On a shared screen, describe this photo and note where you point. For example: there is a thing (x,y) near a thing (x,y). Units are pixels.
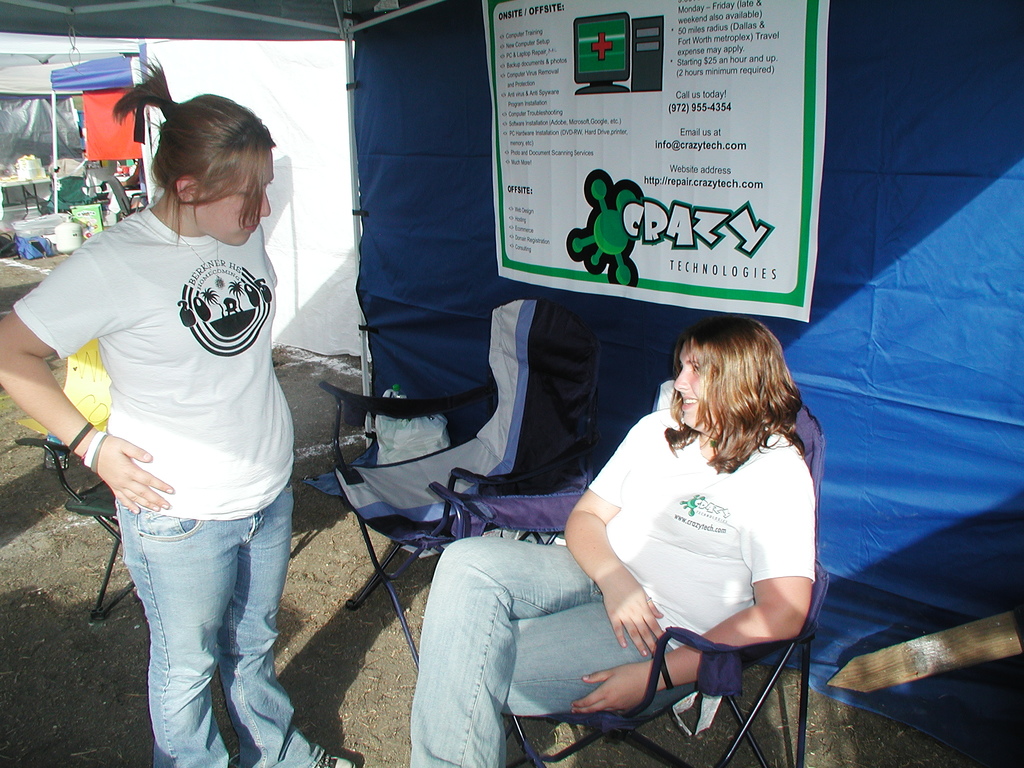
This image is clicked under a tent (645,372) where there are two people (650,558). The one (237,212) who is standing is on the left side (240,481) and one person (680,560) is sitting in the chair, she is in the middle of the image (647,506). Both of them wear white colour t-shirt (700,491) and jeans (518,687). There are chairs (507,409) in this image and there is a banner (654,235) behind that person (690,344) who is sitting.
